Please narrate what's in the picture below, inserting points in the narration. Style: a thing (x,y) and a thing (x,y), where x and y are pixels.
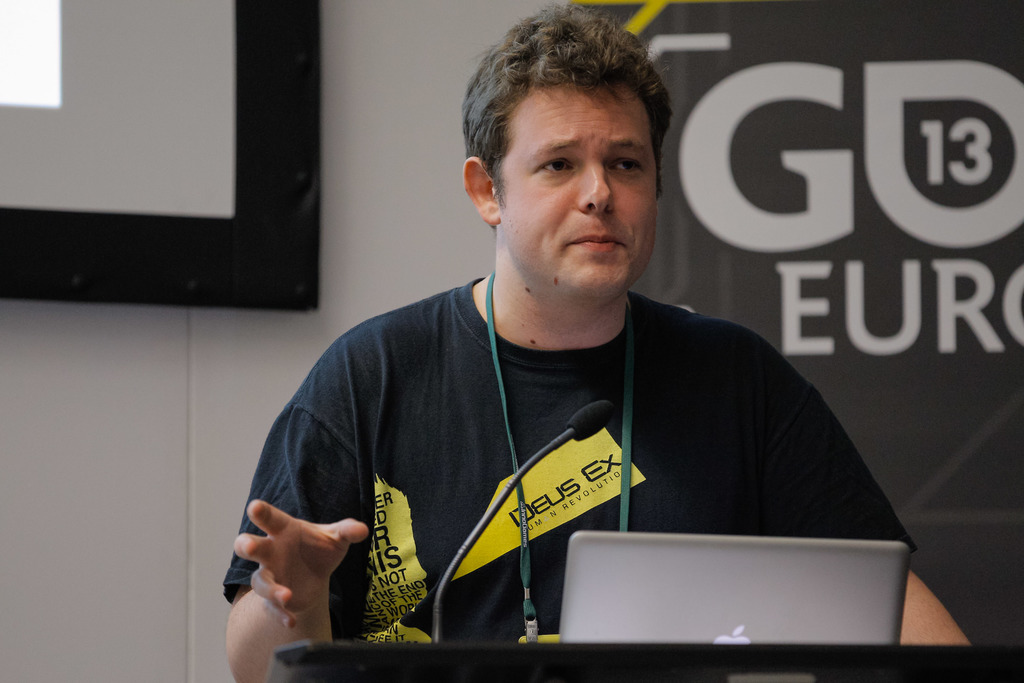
In the image there is a podium (373,678) with mic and laptop (607,588). In front of that there is a man (412,359) with black t-shirt (644,431) is standing. Behind him there is a screen (193,114), poster (891,150) with something written on it and there is a white wall (348,182).
